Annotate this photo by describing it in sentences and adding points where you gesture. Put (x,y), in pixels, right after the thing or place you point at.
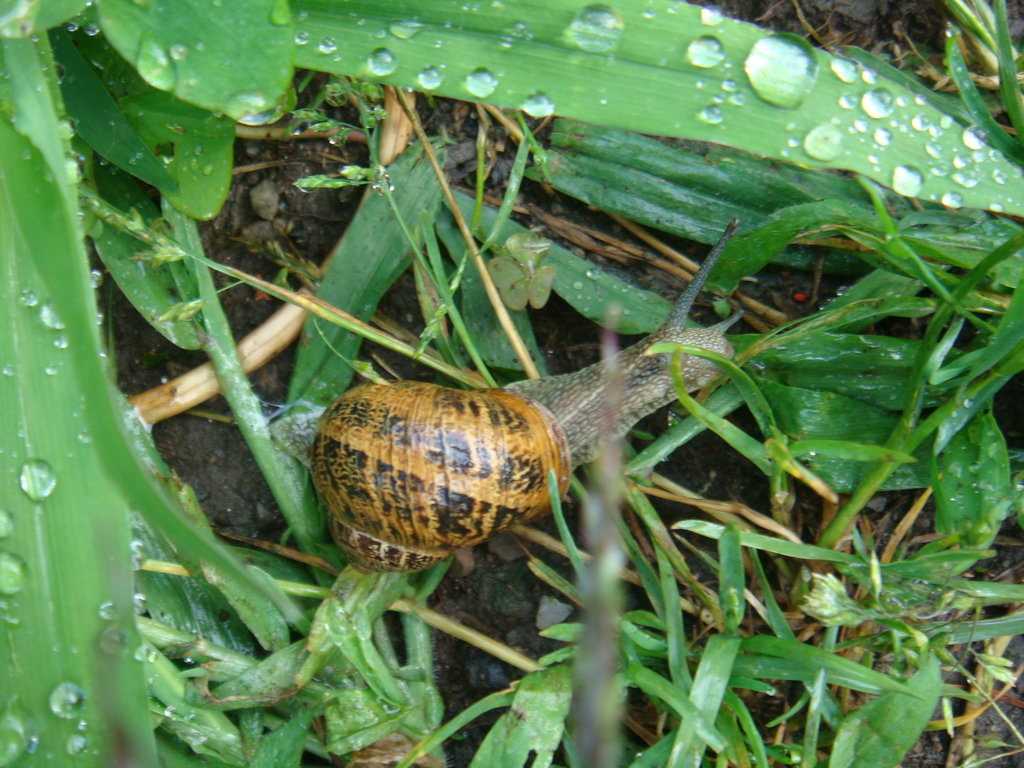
In the image there is a snail (513,424) on the grass (555,52).
